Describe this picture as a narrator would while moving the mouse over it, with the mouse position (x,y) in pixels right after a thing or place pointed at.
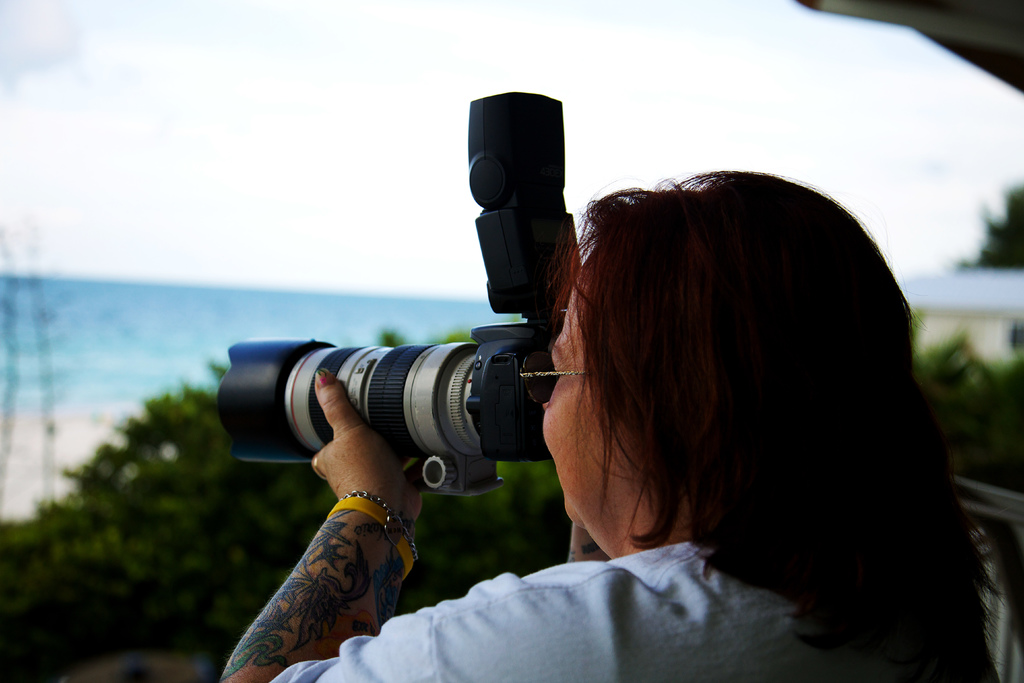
In this image there is a lady person (515,577) wearing white color T-shirt (565,582) holding camera (403,412) in her hands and at the background of the image (229,298) there is water (170,347) and trees (182,488).
